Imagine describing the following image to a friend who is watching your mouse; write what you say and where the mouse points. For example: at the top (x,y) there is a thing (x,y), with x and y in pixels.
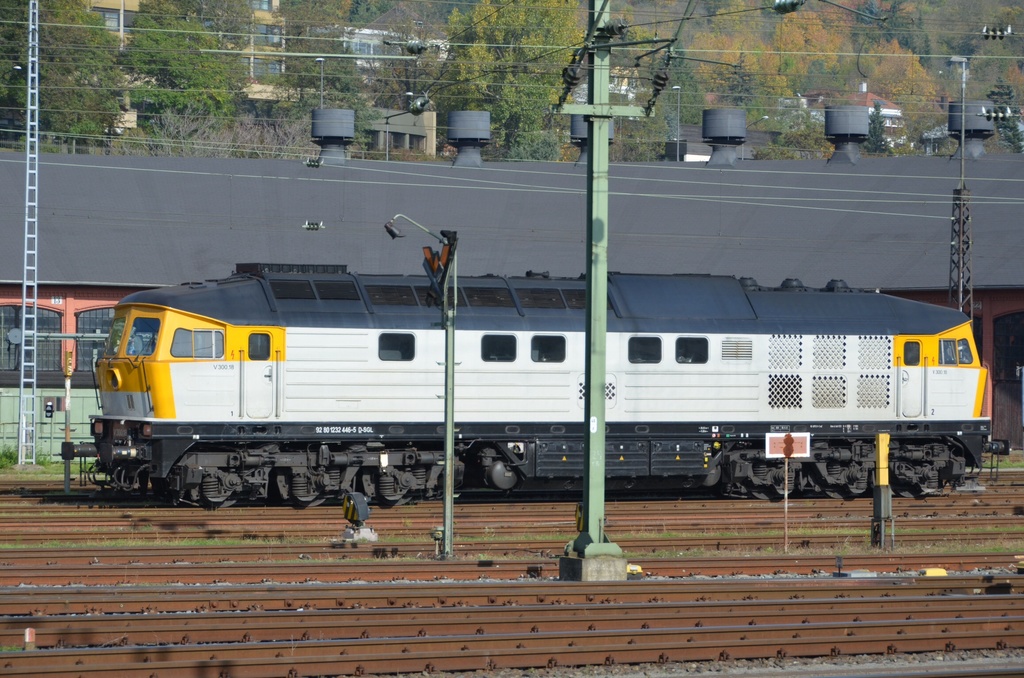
In this picture I can see the tracks (456,550) in front (261,570) and I can see few poles (598,289) and wires (450,177). In the middle of this picture (524,243) I can see a building (539,246) and a train engine (677,335) which is of white, blue and yellow color. In the background (52,17) I can see the trees (706,85) and the buildings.
